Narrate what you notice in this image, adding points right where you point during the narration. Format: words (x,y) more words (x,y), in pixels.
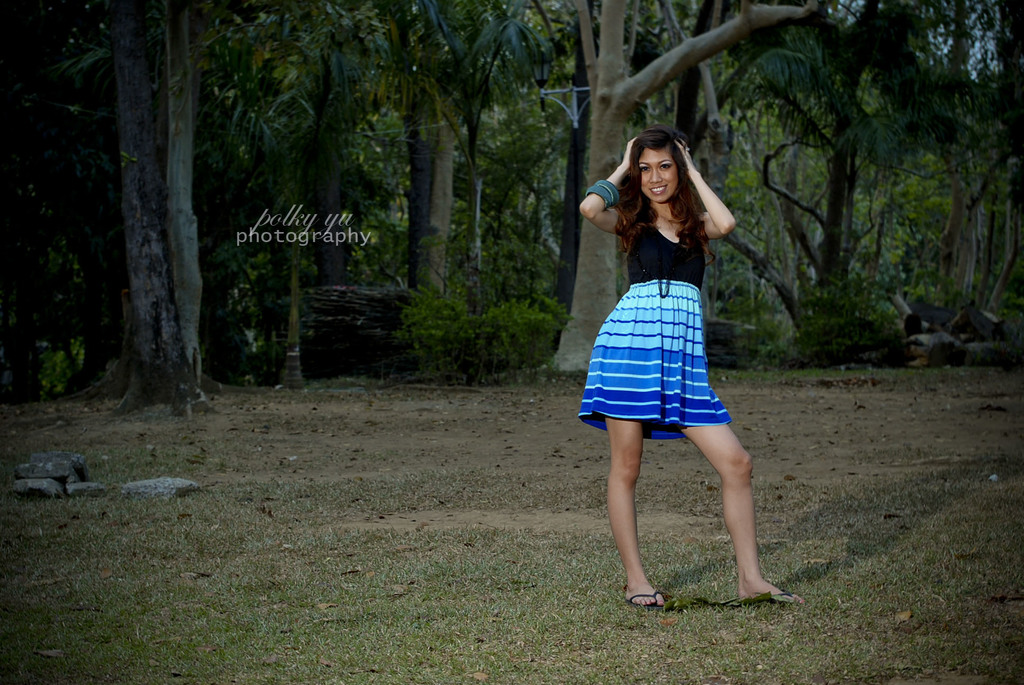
In this picture we can see a woman (620,175) smiling, standing on the grass (596,488) and stones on the ground (654,562). In the background (292,245) we can see trees (872,116) and some text (280,207).
